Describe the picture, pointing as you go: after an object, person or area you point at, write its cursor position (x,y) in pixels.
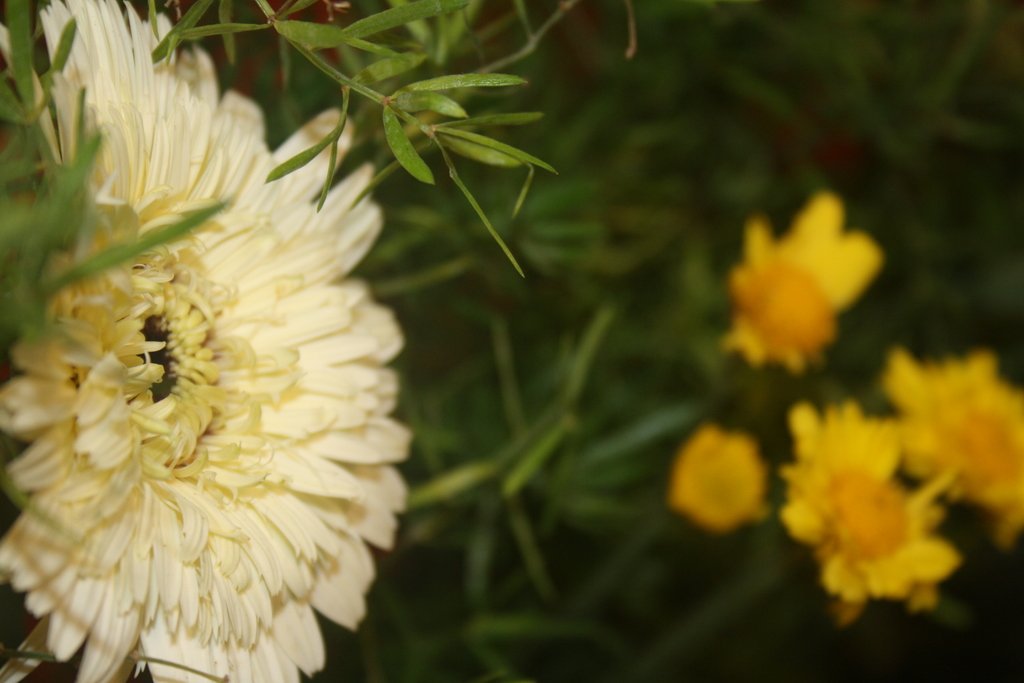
In this image there are flowers (913,466) and there are leaves (569,217).
